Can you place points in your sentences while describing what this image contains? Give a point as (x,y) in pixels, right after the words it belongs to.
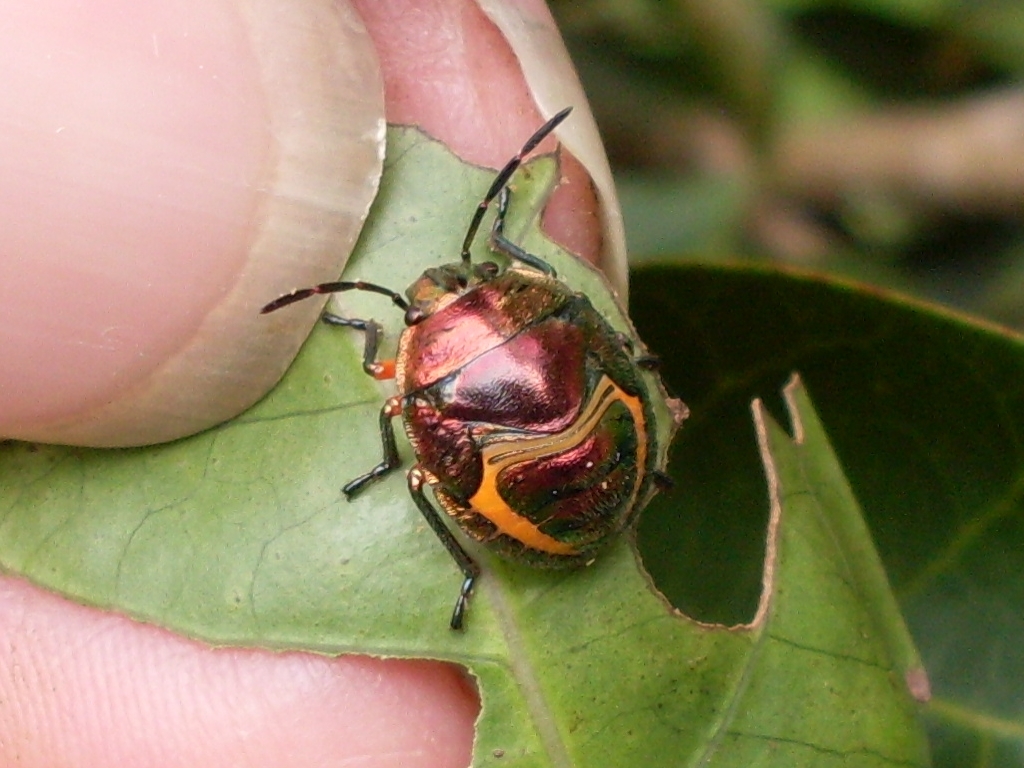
In the center of the image (428,427) there is a insect (515,418) on the leaf (490,578). In the background (77,692) there is a human fingers (200,359).
